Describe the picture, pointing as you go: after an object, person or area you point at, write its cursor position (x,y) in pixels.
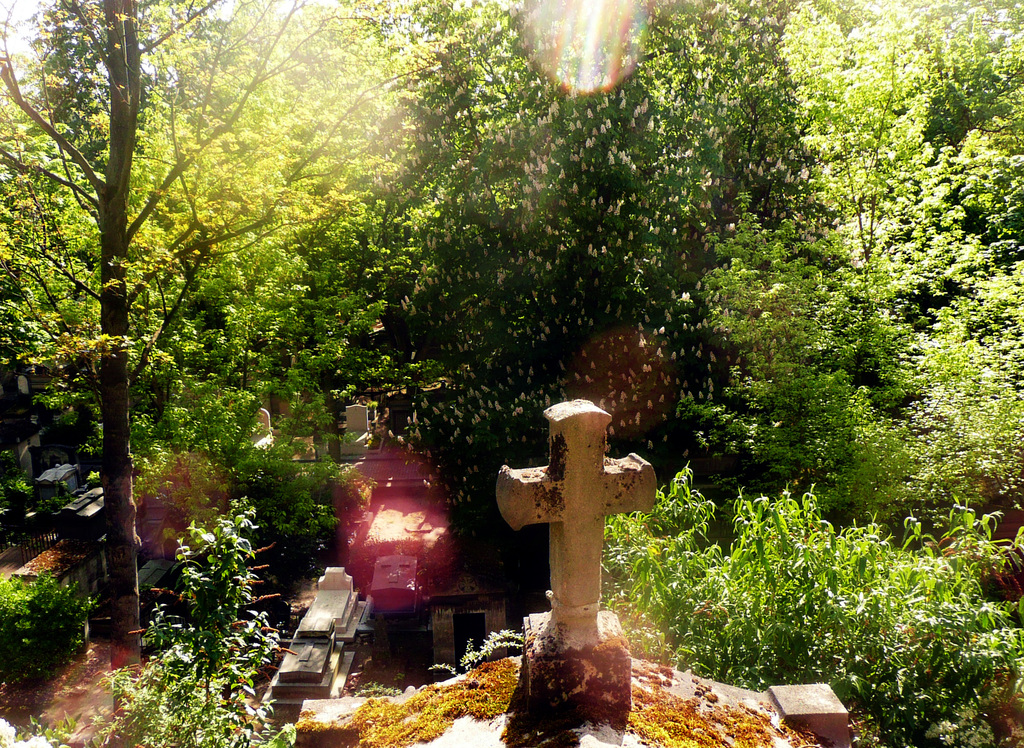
In this picture we can observe a graveyard (420,534). There are some trees (484,282). We can observe cross (561,556) here.
